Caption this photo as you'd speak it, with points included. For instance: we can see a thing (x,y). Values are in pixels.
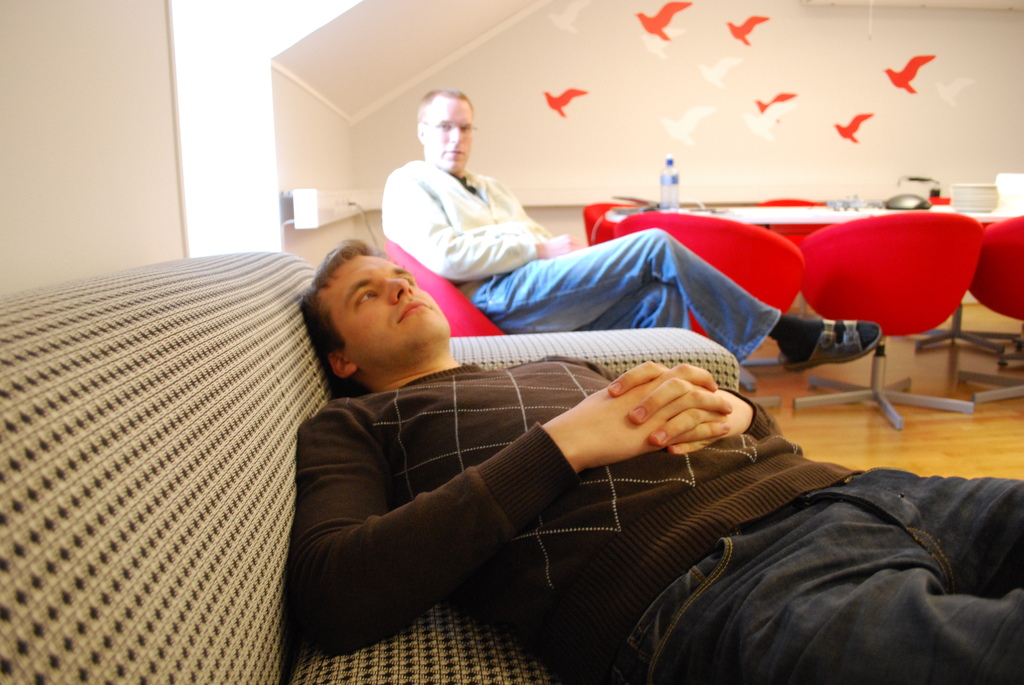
In this picture we can see two man (573,270) one is sitting on chair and other is lying on sofa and in the background (520,38) we can see wall (774,146) with birds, chairs (934,256) and on table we can see bottle (670,161).
